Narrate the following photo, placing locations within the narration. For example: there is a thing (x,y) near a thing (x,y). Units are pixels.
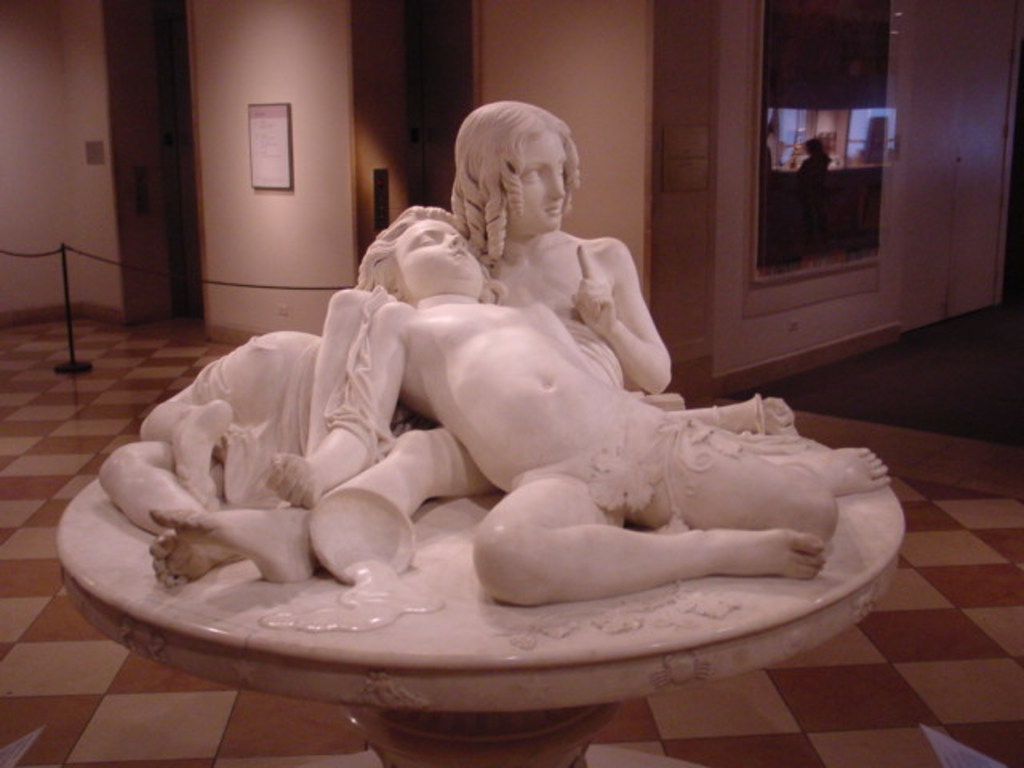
This image is taken indoors. At the bottom of the image (871,659) there is a floor (38,617). In the background (705,98) there are a few walls (578,101) with a window (765,171) and there is a picture frame (268,115) on the wall (348,272). There is a rope fence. In the middle of the image (494,431) there are two sculptures (422,480) of a boy (497,390) and a girl (225,438) on the table (507,690).
